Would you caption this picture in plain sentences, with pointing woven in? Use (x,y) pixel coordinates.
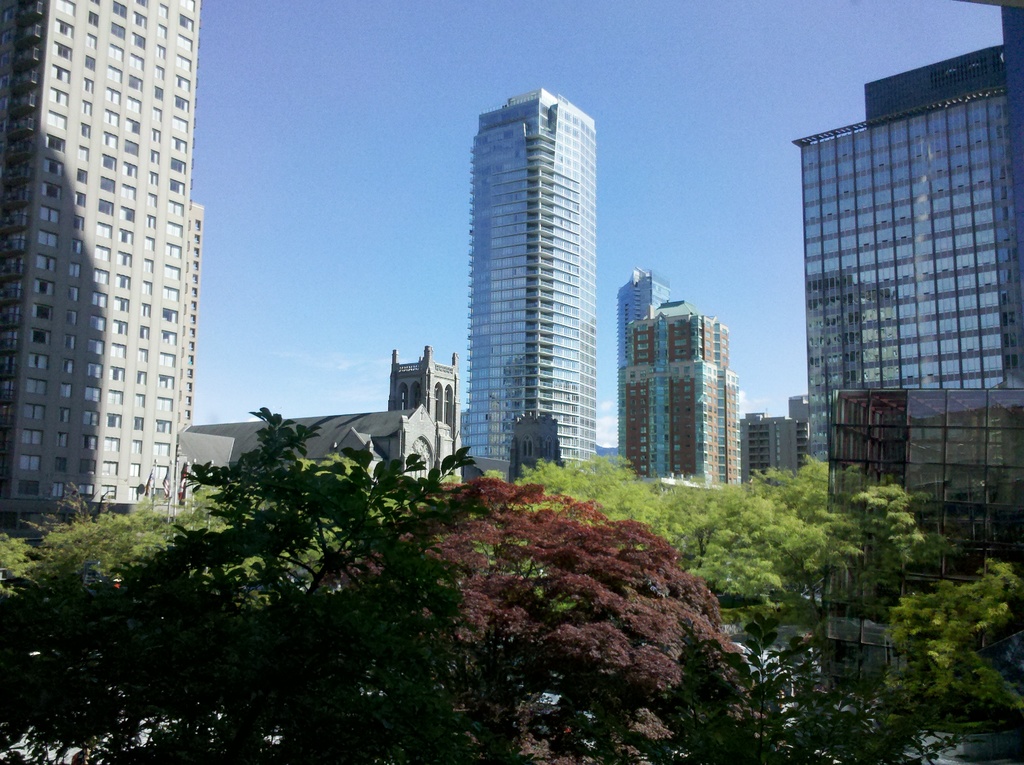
In this image there are tall buildings (78,61). And in front (315,645) there are trees (660,496). And at the top (648,104) there is a sky (712,293).
